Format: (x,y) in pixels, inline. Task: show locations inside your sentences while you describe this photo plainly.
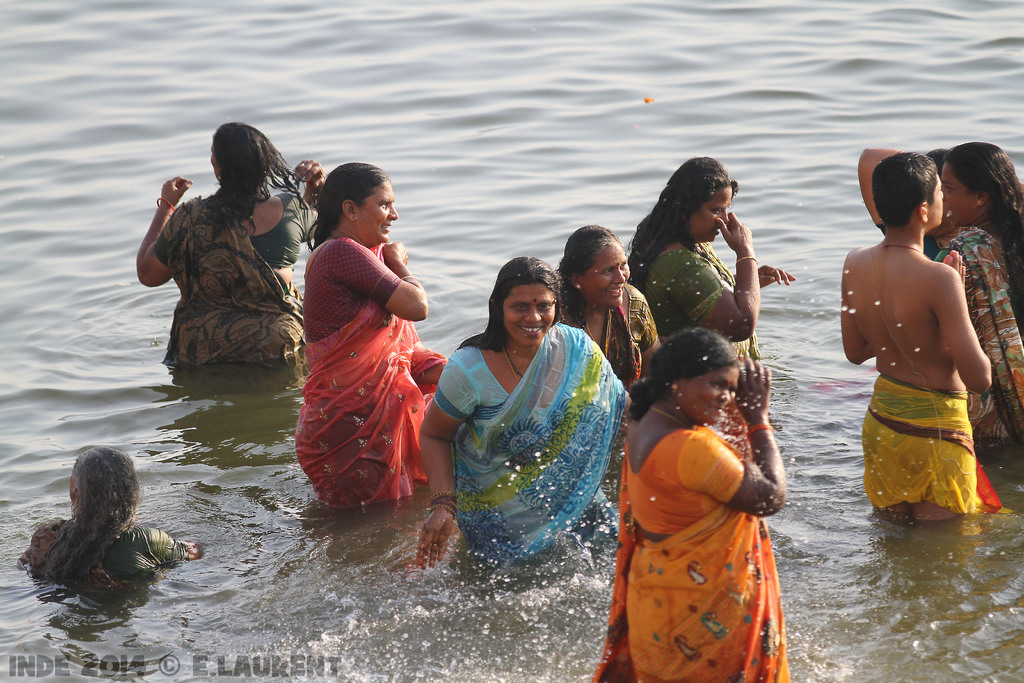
In this picture, we can see a few people (545,377) in water (349,545), and we can see some watermark (92,659) on the bottom left side of the picture (48,666).
